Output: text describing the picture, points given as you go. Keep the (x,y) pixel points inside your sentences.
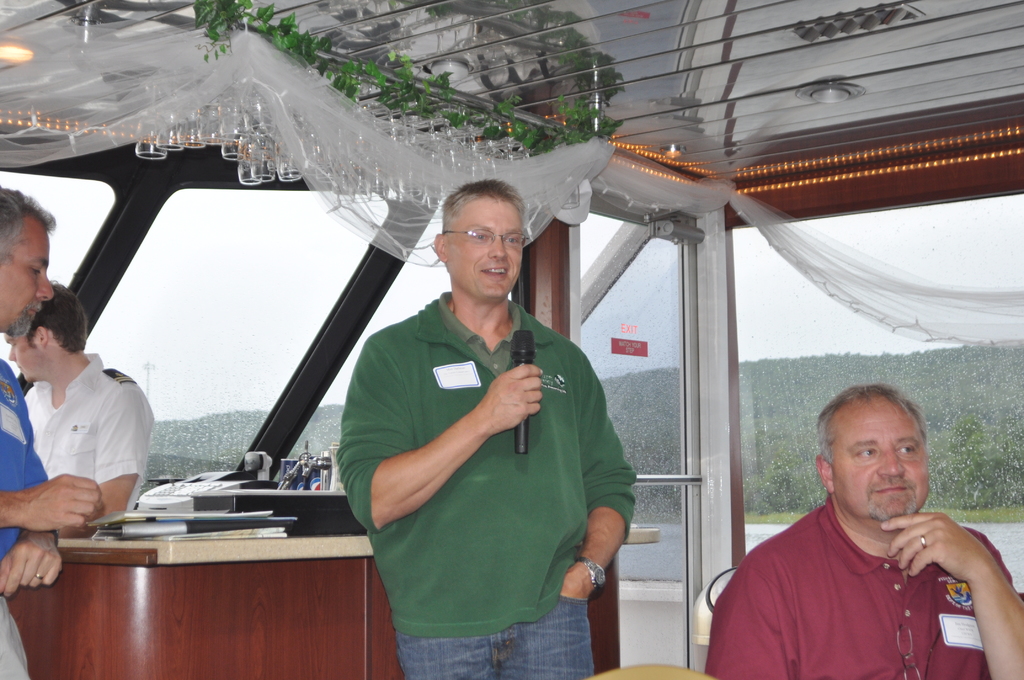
In this picture we can see a man (491,484) standing and holding a microphone (516,417), on the right side (863,655) there is a man (863,655) sitting here, we can see glass (801,490) here, on the left side (66,423) there are two more persons (51,485), in the background (791,381) we can see some trees (817,380), there is a cloth (334,119) and some leaves (304,44) here.
